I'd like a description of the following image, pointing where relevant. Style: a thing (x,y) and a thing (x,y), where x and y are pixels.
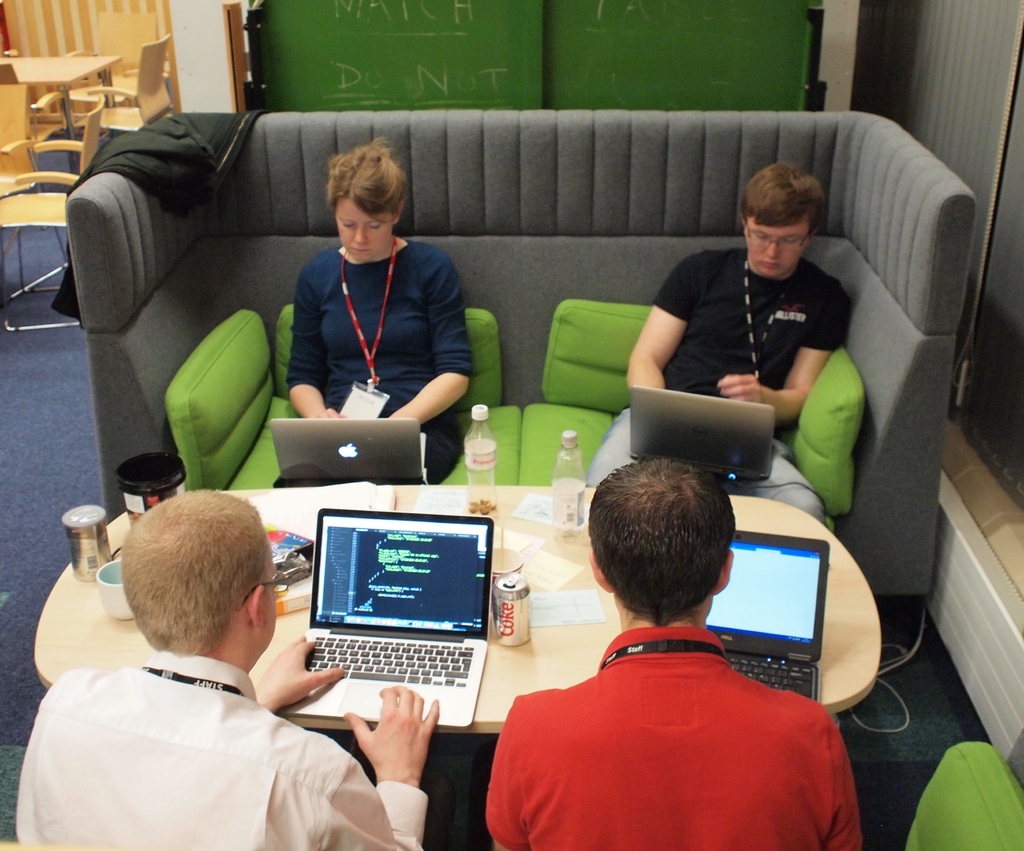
In this image we can see the person (649,341) sitting on the couch (606,411) and holding laptops (751,446). In front of them there is the table (494,651), on the table (546,547) there are papers (533,536), bottles (562,526), cup (103,577) and few objects (519,596). At the back (922,27) we can see the board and window shades (945,69). And at the left side (112,55) we can see the table (83,62) and chairs (103,90) on the floor (67,167).
